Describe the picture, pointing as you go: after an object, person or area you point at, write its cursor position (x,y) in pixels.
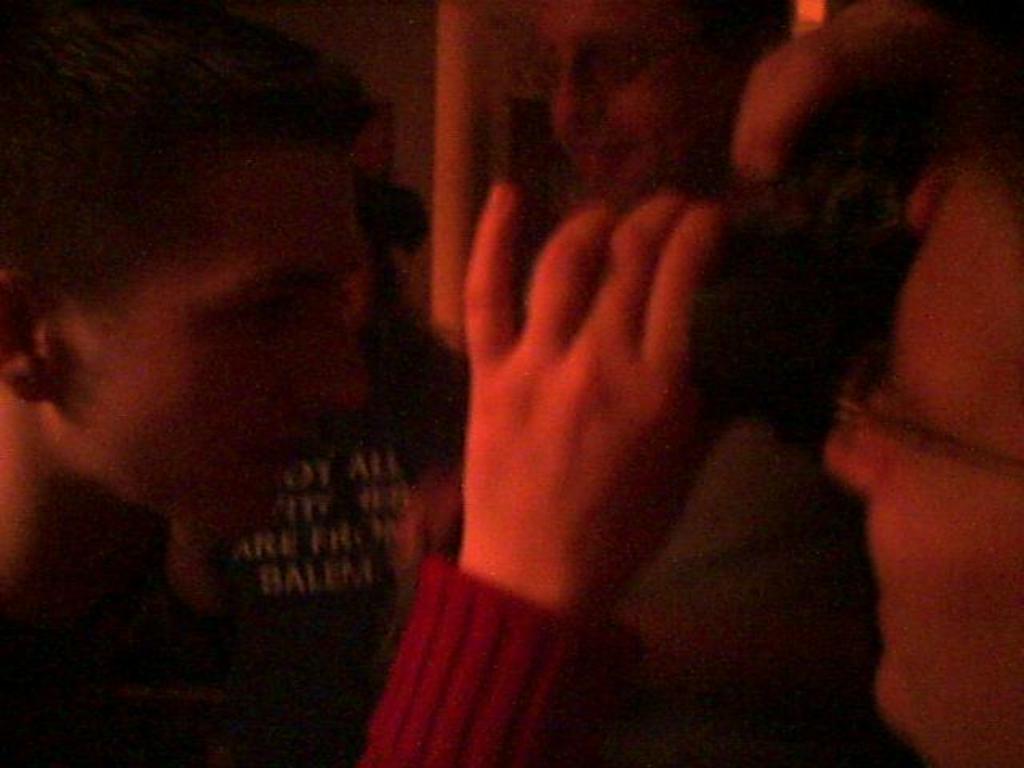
In this image we can see a group of persons (274,395). In the background (271,562), we can see the text (287,574) on a person's shirt (384,474).
